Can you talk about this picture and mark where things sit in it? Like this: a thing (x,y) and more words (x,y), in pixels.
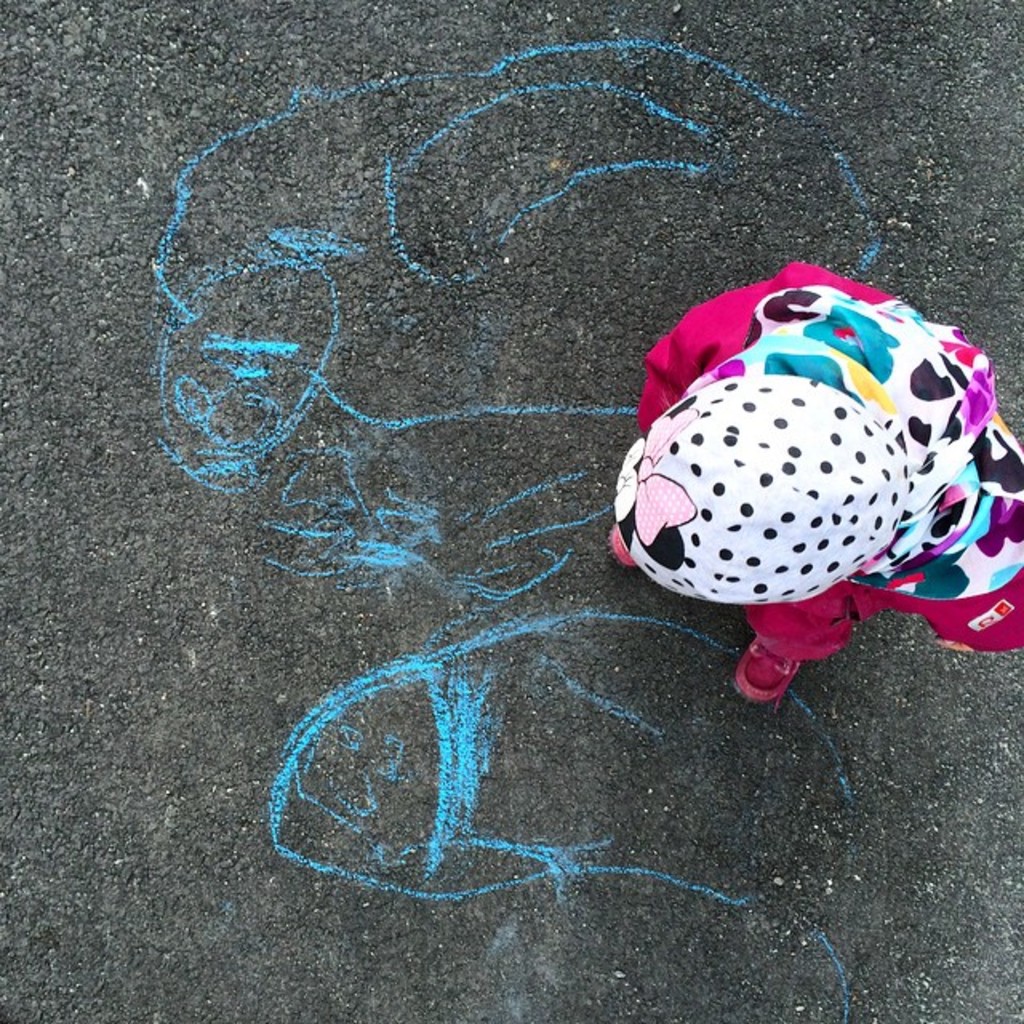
In this image there is a person (799,620) standing on the road (892,618). In front of him there is a drawing (340,483) on the road (508,572).
